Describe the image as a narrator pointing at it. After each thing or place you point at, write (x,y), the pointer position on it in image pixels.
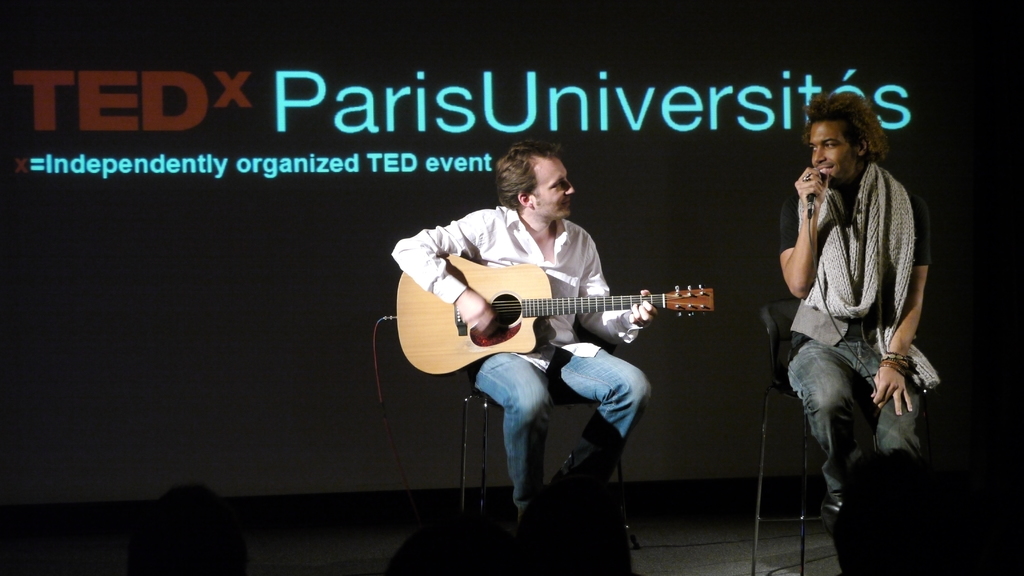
The two persons (445,267) are sitting. They are smiling. On the right side of the person (787,263) is wearing a scarf (900,292) and holding a mic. On the left side of the person (504,389) is playing a guitar (530,282). We can see in the background (569,105) banner (564,118).
